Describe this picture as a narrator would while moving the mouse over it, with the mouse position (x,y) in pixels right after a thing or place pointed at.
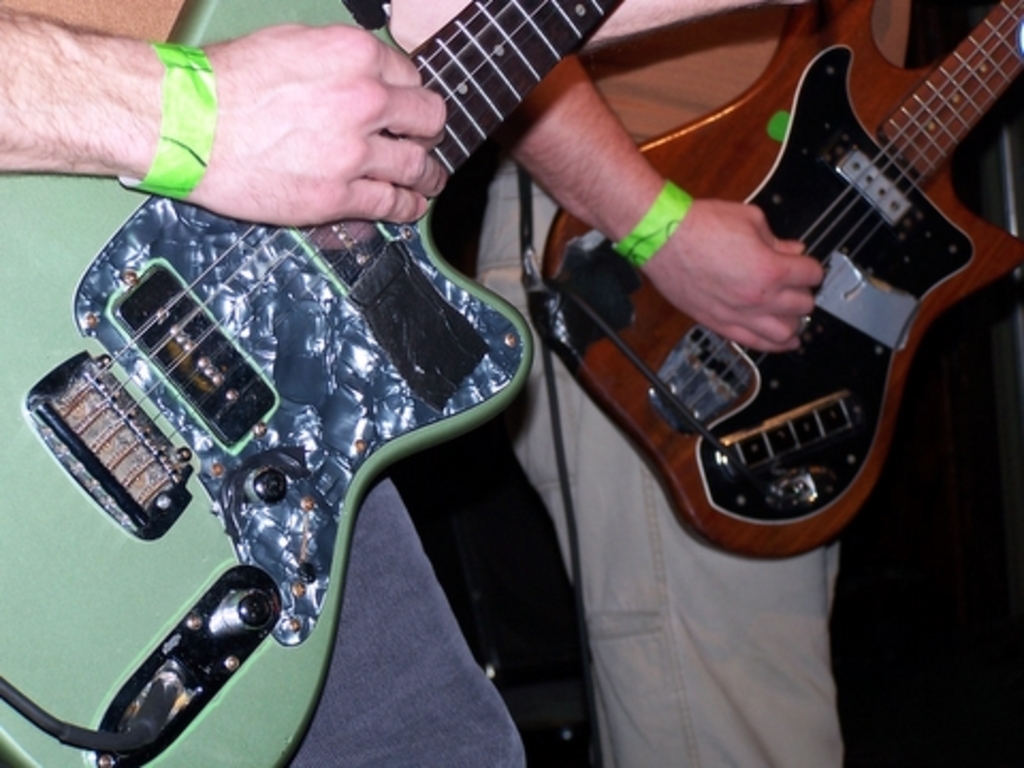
In the image two persons (458,657) are playing guitar (709,397). In the left side (103,341) there is a green guitar (121,589), in the right side (856,208) there is a brown guitar (801,223). The persons (750,265) are wearing green wristband (648,235).
